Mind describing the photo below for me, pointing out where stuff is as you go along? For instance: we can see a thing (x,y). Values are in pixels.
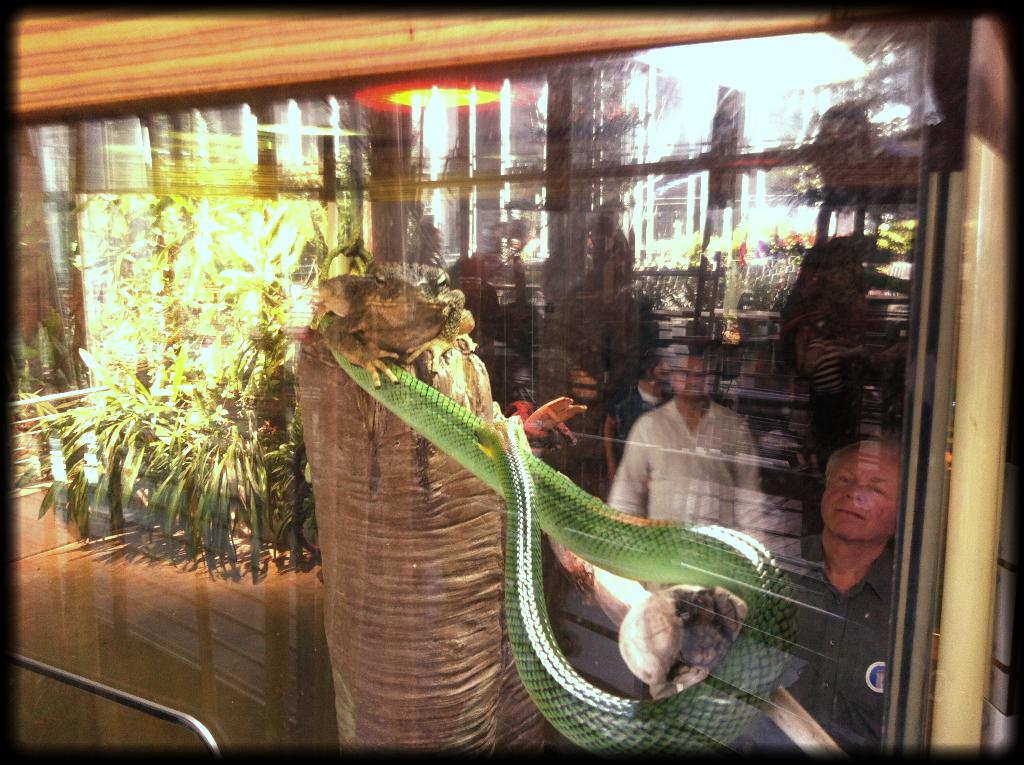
In this picture, we see a green snake (516,417), frog (414,279) and the plants (202,443). We see a wooden object (350,607). In the left bottom (194,723), we see an iron rod (206,741). On the left side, we see the railing (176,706). In front of the plants (219,263), we see a glass (593,402) in which we can see the reflections (866,496) of the people (846,459) who are standing. Behind them, we see a wall (555,314), plants (693,252) and the buildings (556,216).
